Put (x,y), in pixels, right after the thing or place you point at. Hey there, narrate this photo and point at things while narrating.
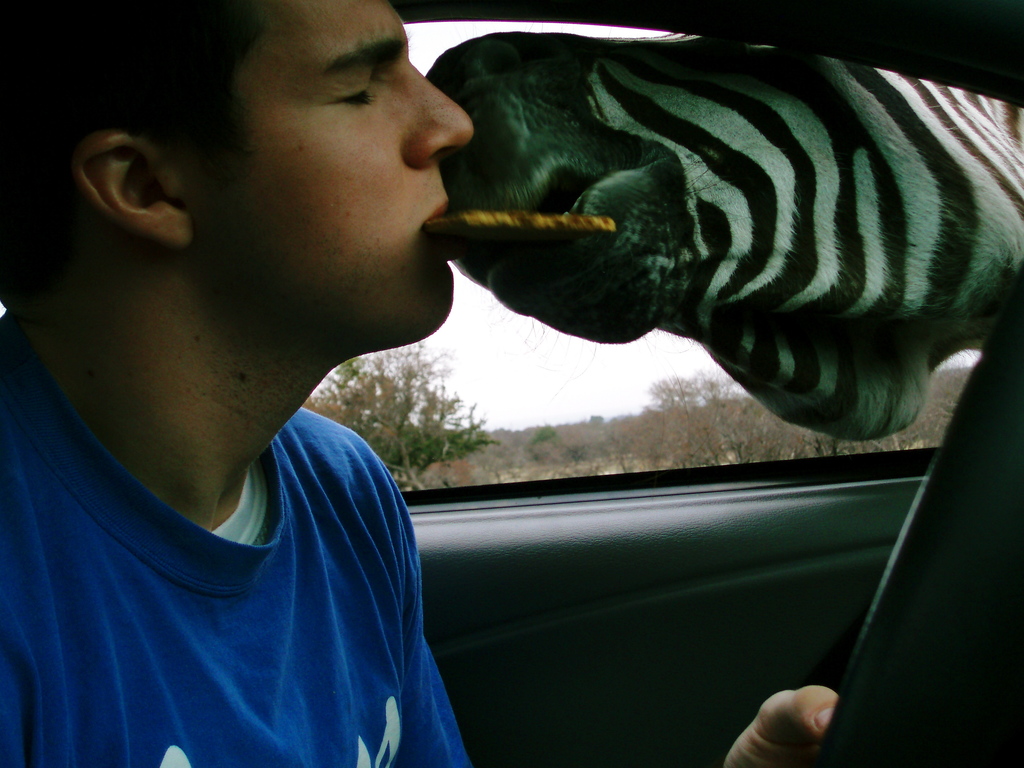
On the left side (94,78), there is a person (226,41) in blue color t-shirt (235,631) sitting in a vehicle (473,592) which is having a window (559,446) and he is eating a biscuit (470,222) which is held with the mouth (573,187) of an animal (863,100). In the background (743,426), there are trees (593,431) and there is sky (482,348).
